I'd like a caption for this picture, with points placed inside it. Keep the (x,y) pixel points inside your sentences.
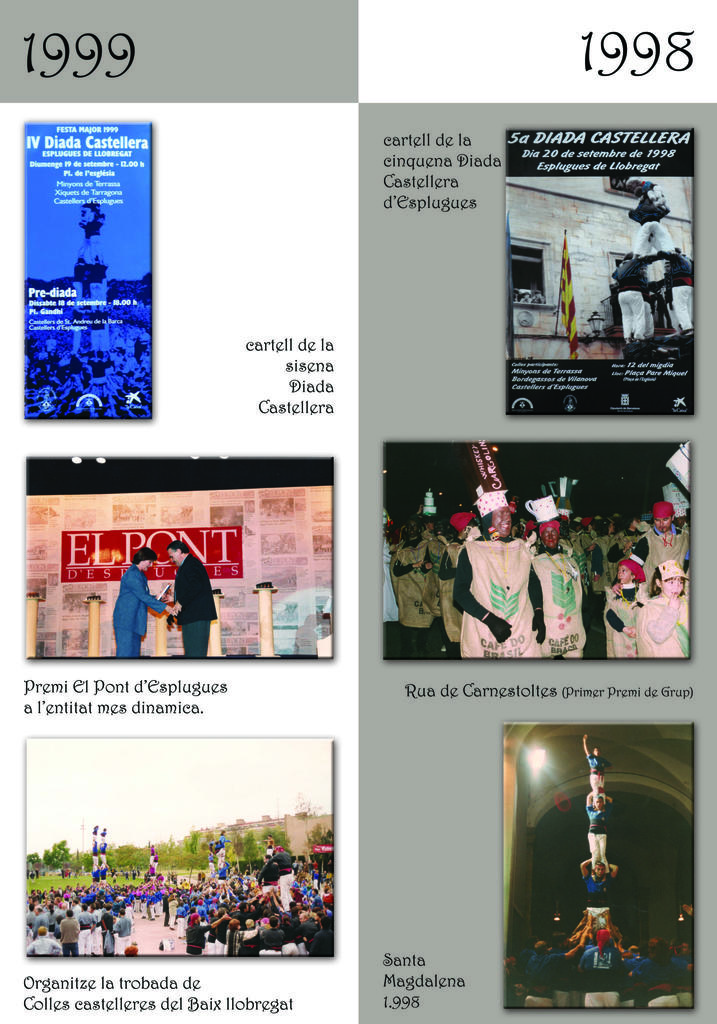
In this image there are different types of posters (466,582), on the posters (498,464) we could see some persons (101,309) and some text (142,679).
